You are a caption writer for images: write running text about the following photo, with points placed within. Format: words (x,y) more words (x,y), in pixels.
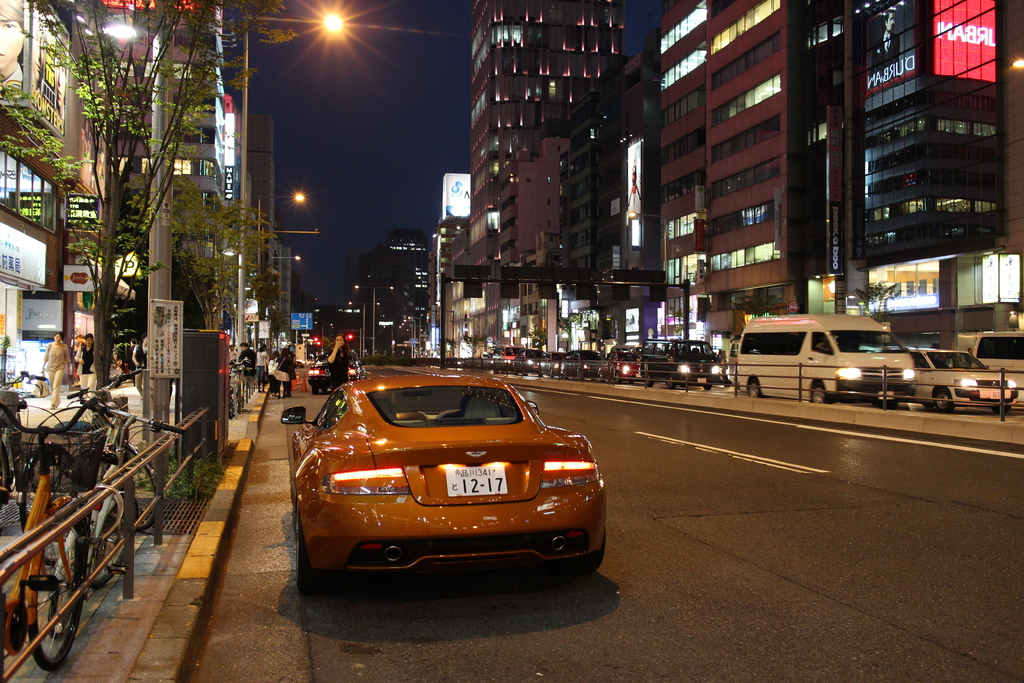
In this image there are few cars (484,465) are moving on the road (710,551). On the right (820,221) and left side of the image (130,254) there are buildings (284,279) and stalls (58,295) and few people (123,363) are walking on the pavement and there few bicycles (68,476) are parked, in front of the buildings (85,182) there are trees (103,191). In the background (344,159) there is a sky (333,176).
